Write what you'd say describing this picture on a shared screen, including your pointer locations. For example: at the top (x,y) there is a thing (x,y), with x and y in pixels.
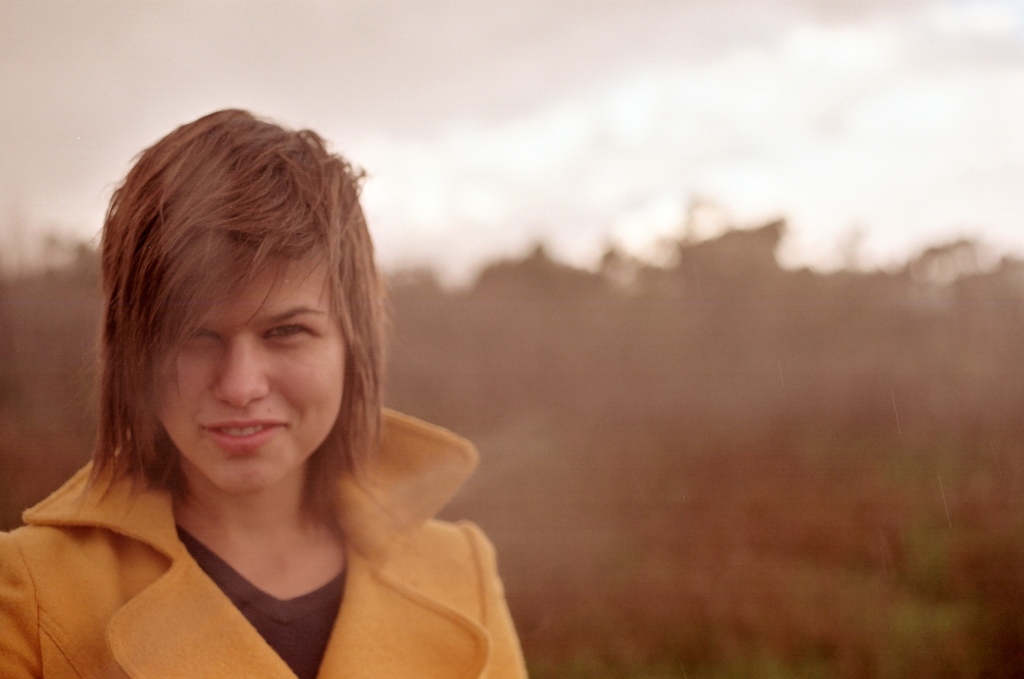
In this image we can see women (178,621). In the background (530,476) we can see trees (572,396), and sky (682,133).
